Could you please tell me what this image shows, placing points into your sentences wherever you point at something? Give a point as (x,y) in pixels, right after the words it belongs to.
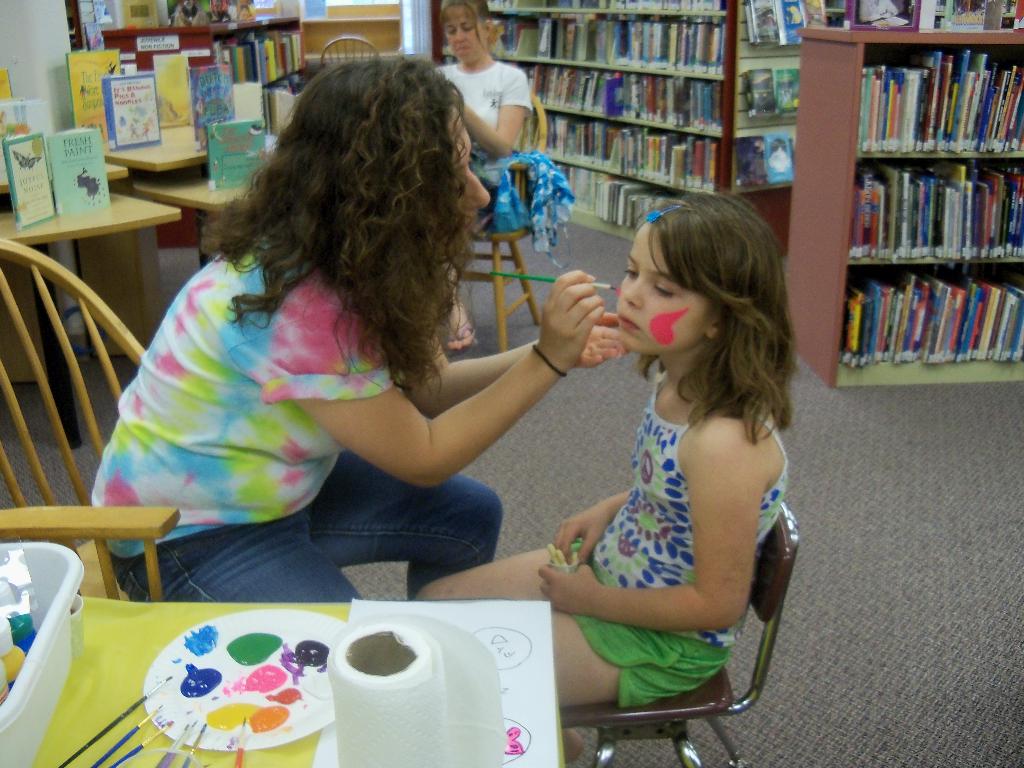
This image is clicked in a library (579,467). There are so many books (932,211) in book racks (738,190), there are tables (170,192) and chairs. Three people (510,99) are sitting on chairs (541,131), one is kid (604,535), she is sitting in the middle (647,315). There are Paint brushes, paint (213,678), plates (293,620), tissue rolls (355,704), box (3,729) on the table (225,607). The table (113,225) on the top left corner (160,101) has so many books (171,73) on it. The woman (450,239) who is in the front side (385,401) is a drawing something on that girls face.
